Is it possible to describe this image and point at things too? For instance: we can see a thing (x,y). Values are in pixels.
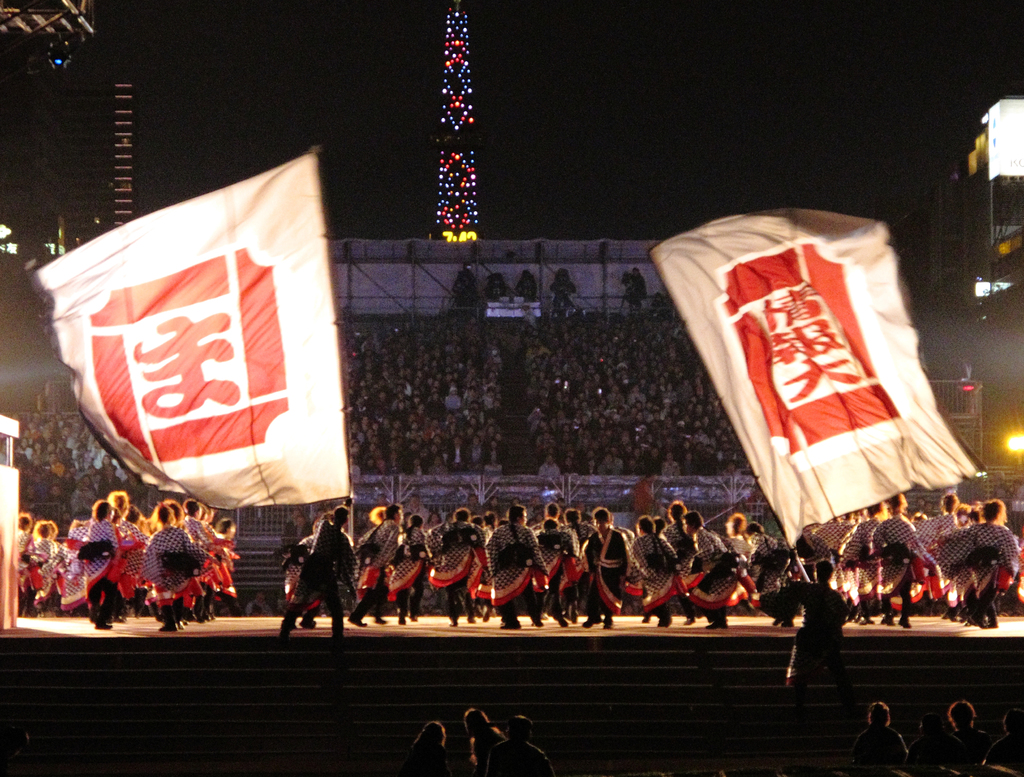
In this image we can see a group of people (445,583) on a surface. Behind the persons (645,565) there are groups of people (543,336) in a stadium (599,435). At the bottom (819,620) we can see a few people (1021,718) and two people (823,605) are holding flags (792,442) and at the top (464,131) we can see the lights (444,131). On the right side (935,286), we can see a building (968,201).
